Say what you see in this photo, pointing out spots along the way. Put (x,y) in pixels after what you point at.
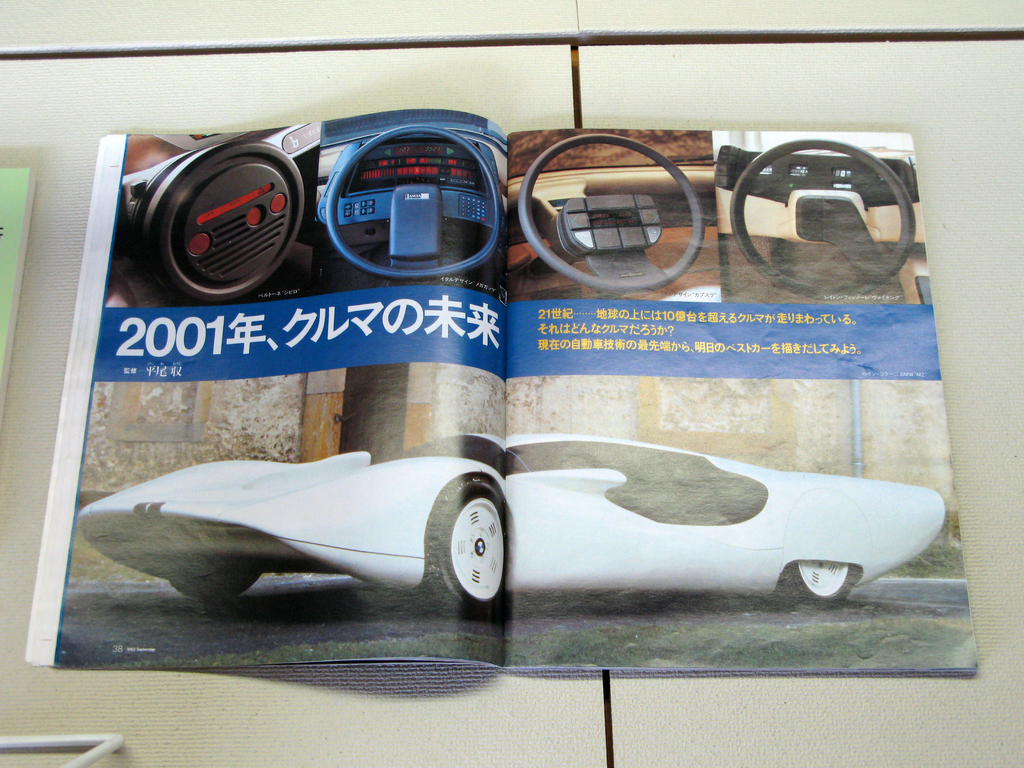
In this image we can see a book (450,509) placed on the table (83,205).
